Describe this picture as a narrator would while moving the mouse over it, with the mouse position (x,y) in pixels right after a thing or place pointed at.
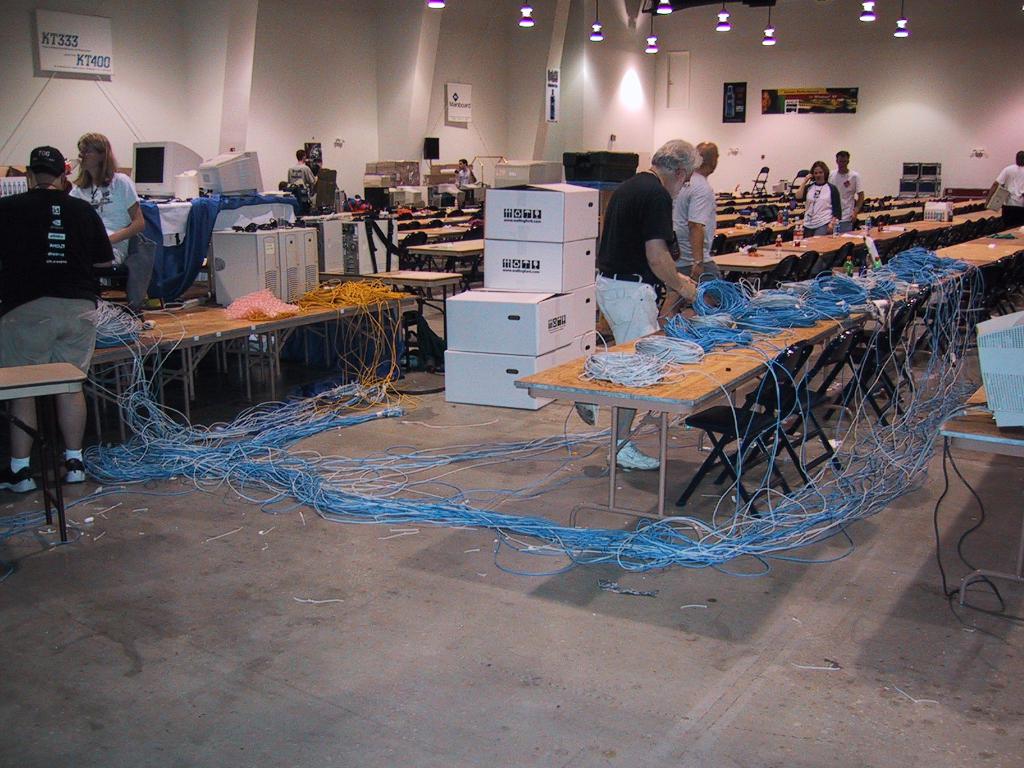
In this image we can see here two persons (616,243) are standing, and in front (733,349) here is the table (752,352) and wire (907,272) on it, and here are some objects (856,363), and here is the wall (325,133), and here are the lights (530,20).
